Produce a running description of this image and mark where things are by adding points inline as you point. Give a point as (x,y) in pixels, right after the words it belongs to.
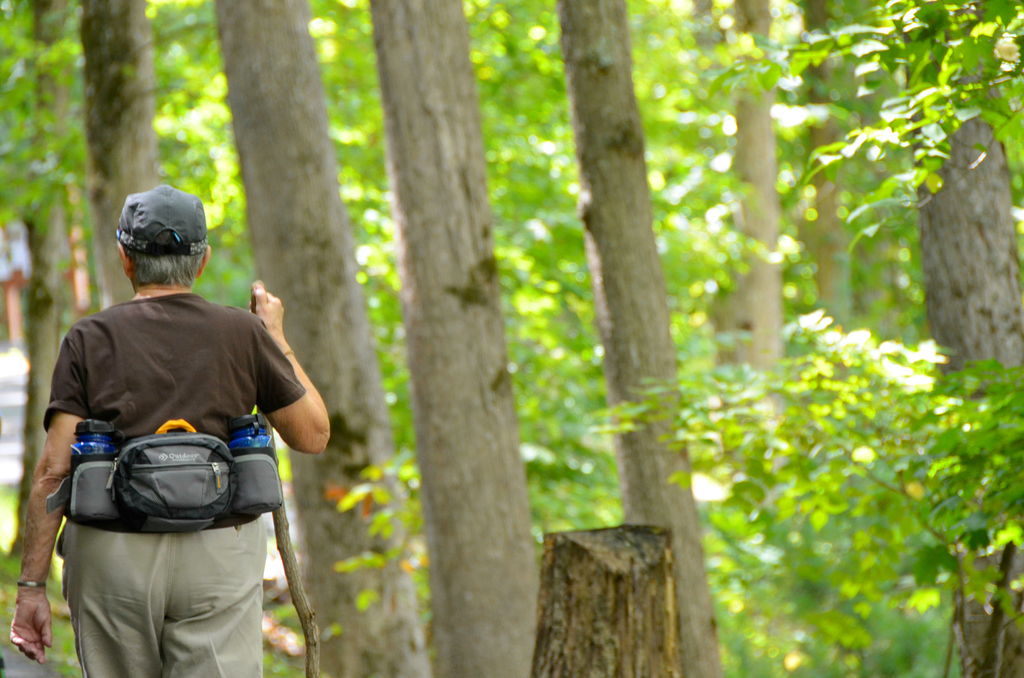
Here we can see a person (199,274) standing and holding a stick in his hands (280,332), he is wearing a bag (209,443), and in front here are the trees (747,224).
